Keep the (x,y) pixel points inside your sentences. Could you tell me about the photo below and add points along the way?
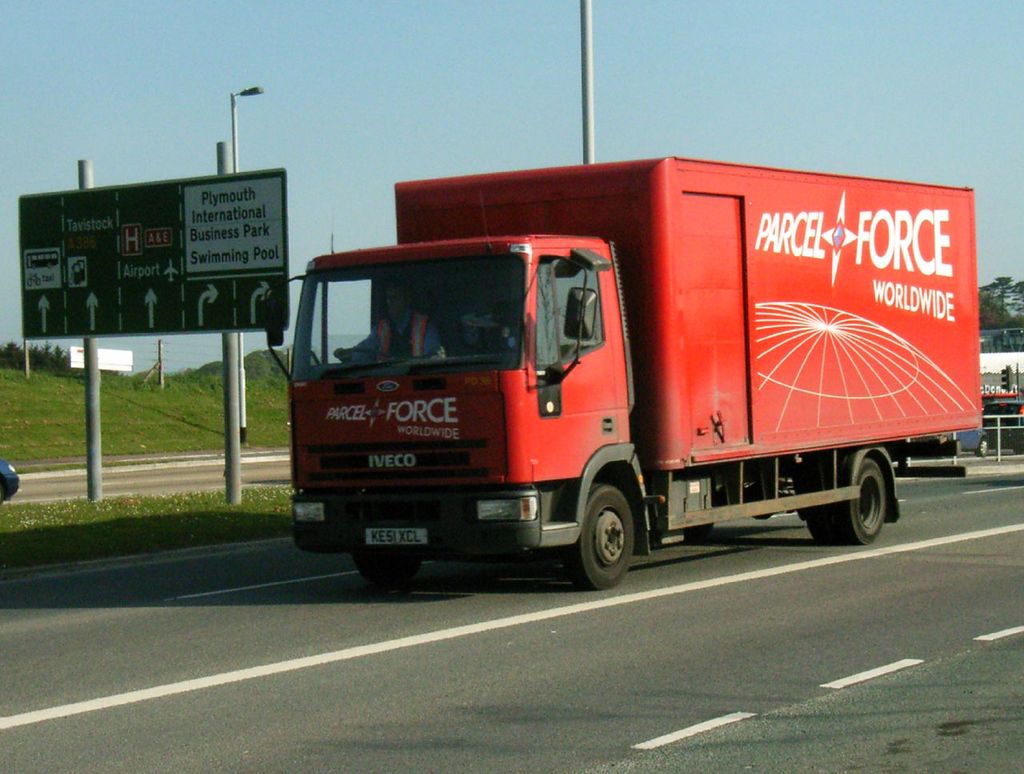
In this image there are few vehicles (765,379) moving on the road (508,665), there is a sign board (189,262) and a few poles (587,111). In the background (540,138) there are trees (36,359) and the sky (752,45).
